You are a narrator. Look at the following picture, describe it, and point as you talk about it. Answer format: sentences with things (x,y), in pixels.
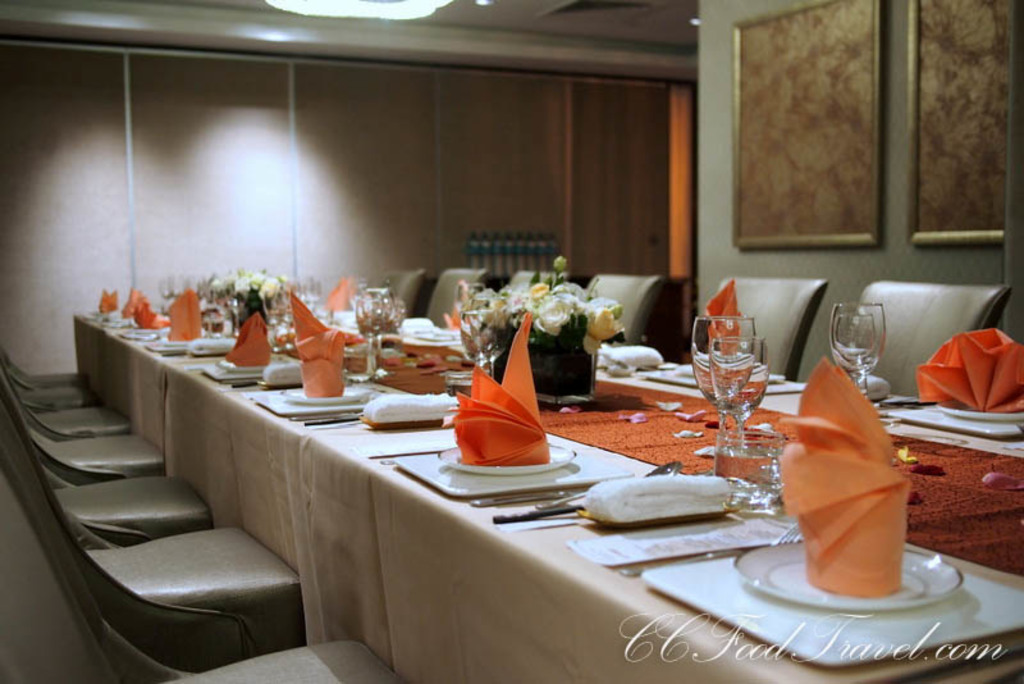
In this image there is a dining table (631,532) in the middle (384,456). On the dining table (583,370) there are glasses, tissue papers (838,470), clothes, plates (786,566), spoons (573,500), forks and a flower vase (587,364) in the middle (594,379). There are chairs (295,576) around the table (584,536). At the top (285,34) there is ceiling (342,20) with the lights (694,20). On the right side (712,147) there is a wall (706,208) with the frames (856,125). In the background (520,249) there are bottles (499,255) kept on the table (496,272).
